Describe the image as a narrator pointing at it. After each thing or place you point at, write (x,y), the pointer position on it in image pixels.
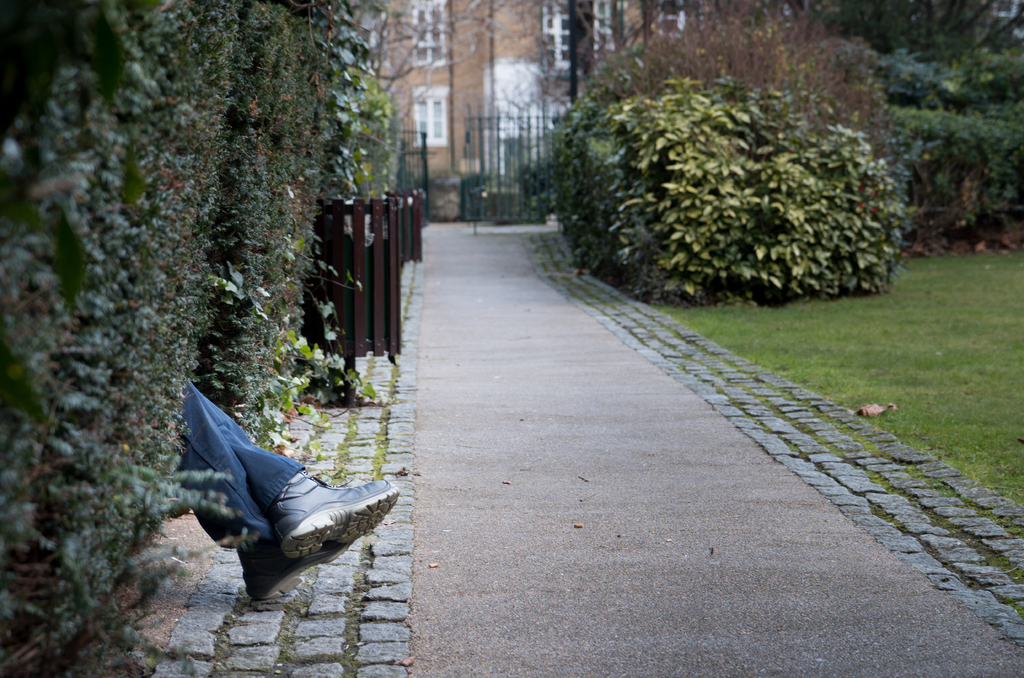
These are the trees (86,269) and bushes (848,165). I think there is a person's legs (254,480) with the shoes (309,507). This is a pathway (579,404). I can see the grass (934,363). In the background (483,87), that looks like a building (439,103) with the windows (445,116).
